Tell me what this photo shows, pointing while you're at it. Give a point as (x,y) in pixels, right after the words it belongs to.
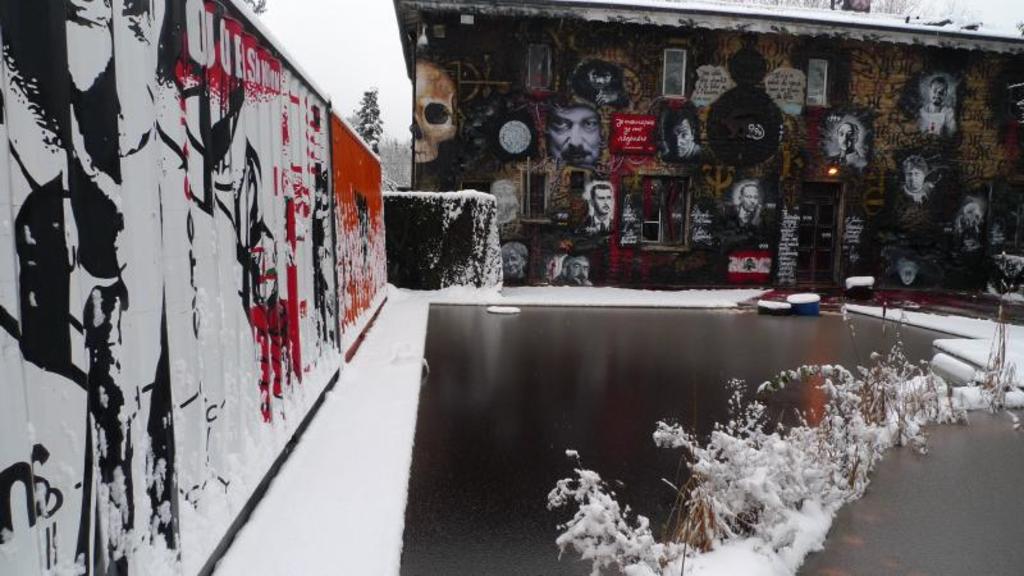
In this image I can see the wall (300,204) on the left side (52,228) on the wall (190,163) I can see a colorful painting (337,233) in the middle (529,342) I can see a water (644,395) and the snow (879,385) and at the top (534,109) I can see the wall (567,105), on the wall (704,85) I can see persons images (868,149).
